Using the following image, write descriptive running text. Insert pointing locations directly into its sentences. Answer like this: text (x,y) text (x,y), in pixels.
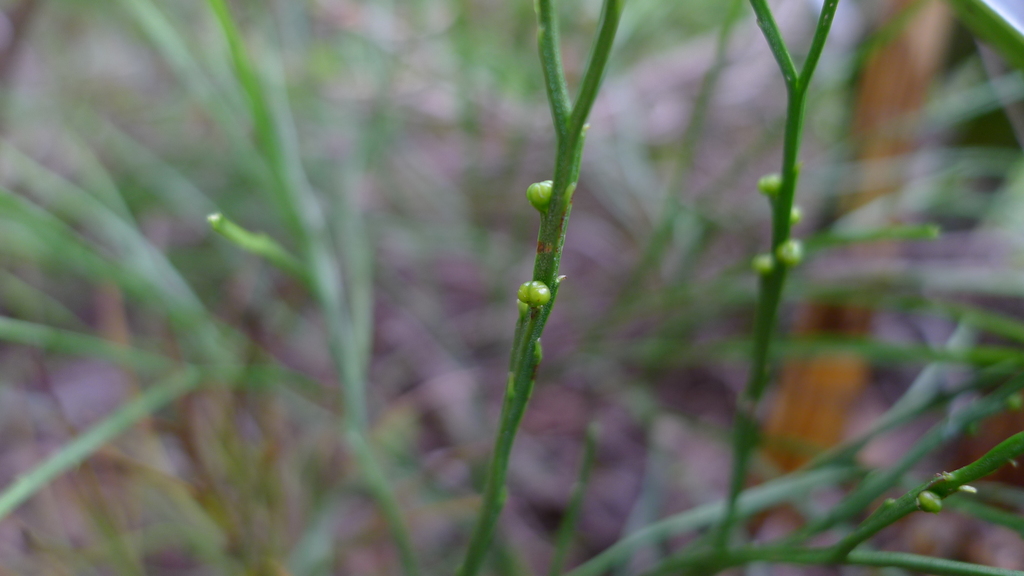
In this picture we can see buds (525,289) and branches (776,224) of a plant (783,250), there is a blurry background (471,345).
